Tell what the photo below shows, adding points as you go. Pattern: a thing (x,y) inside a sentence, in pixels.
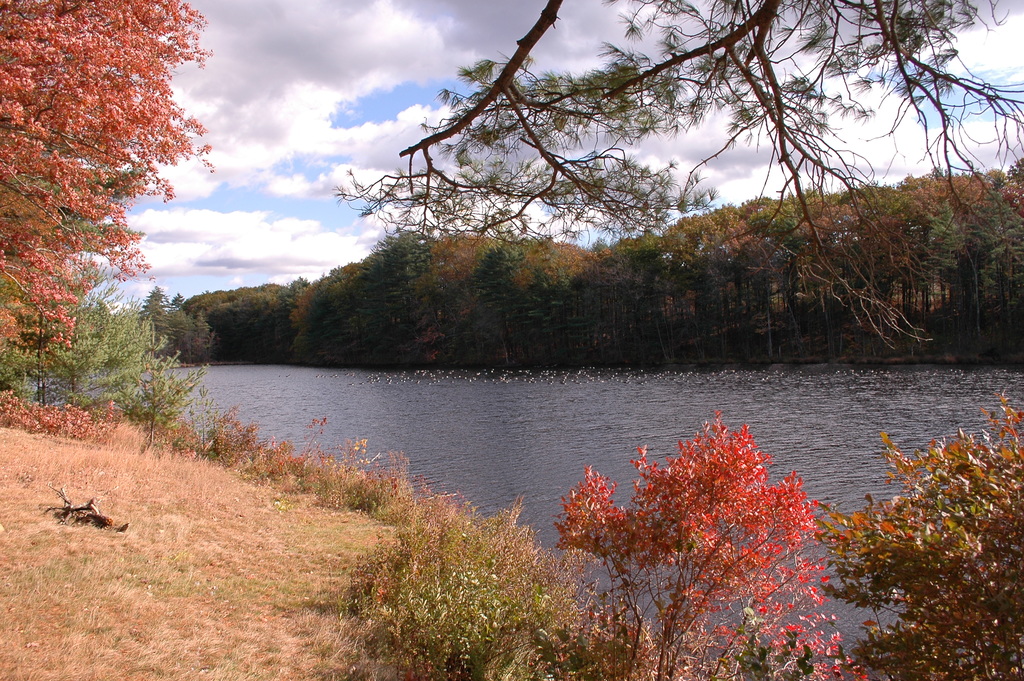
In the center of the image (618,411) we can see water (524,391). In the background (230,273), we can see a group of trees (937,273) and the cloudy sky (247,266).
